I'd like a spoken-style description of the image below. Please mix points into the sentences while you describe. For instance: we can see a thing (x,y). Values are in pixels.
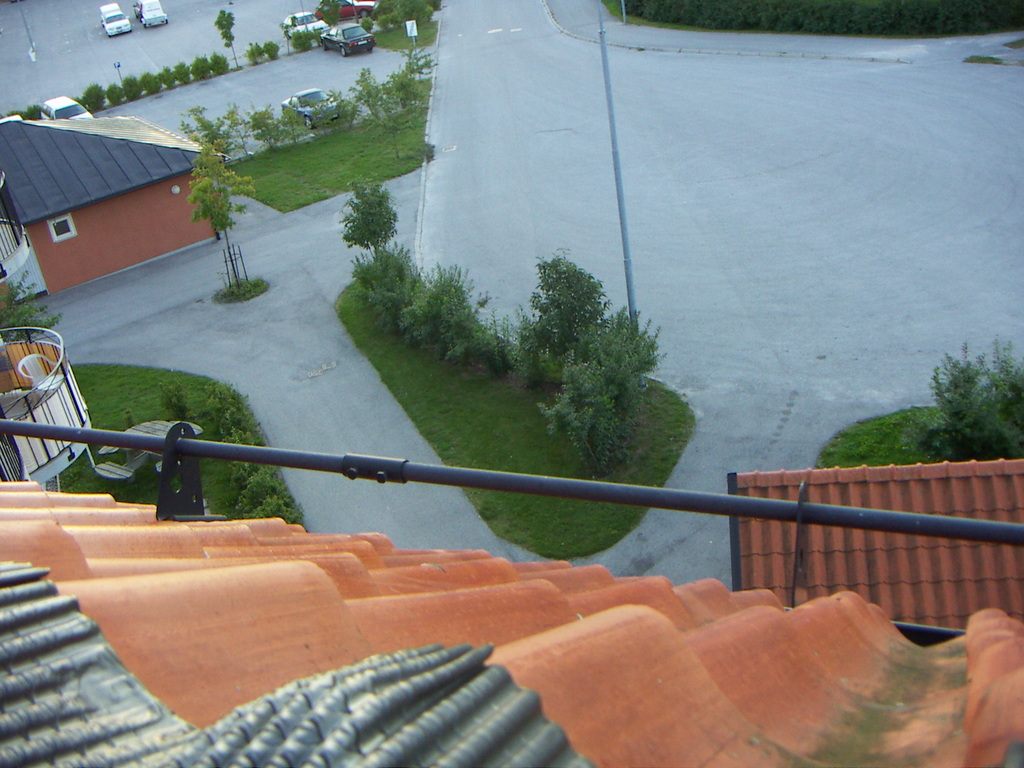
In this picture I can see the roof (160,742) of the building (105,566) and black pipe (12,428). In the center (506,465) I can see the trees (374,114), plants (566,430) and grass (490,376). Beside that I can see the roads (658,168) and pole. On the left (24,373) I can see a chair (20,370) on the balcony (13,400) of the building (1,367). Beside that there is a railing (65,377). At the top (314,89) I can see many cars (107,29) which are parked near to the plants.
